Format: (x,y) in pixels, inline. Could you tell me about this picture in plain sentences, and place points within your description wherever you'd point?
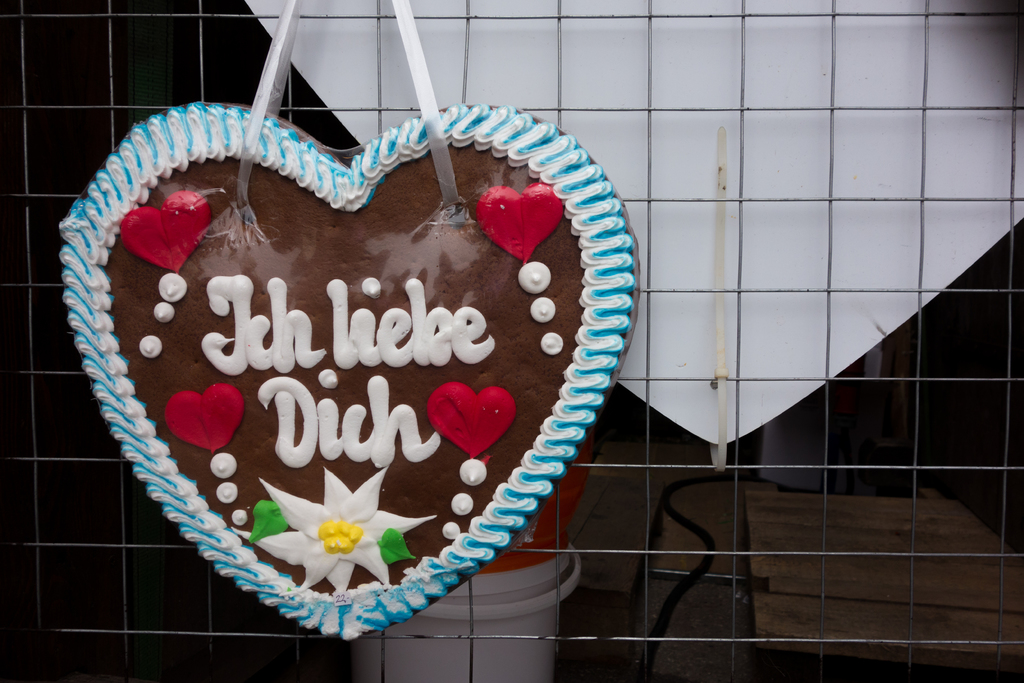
In this image I can see the cake like structure (376,342) attached to the net (737,399). The cake (404,218) is colorful. In the background (750,400) I can see the white color board (693,253) and the bucket (476,619).
